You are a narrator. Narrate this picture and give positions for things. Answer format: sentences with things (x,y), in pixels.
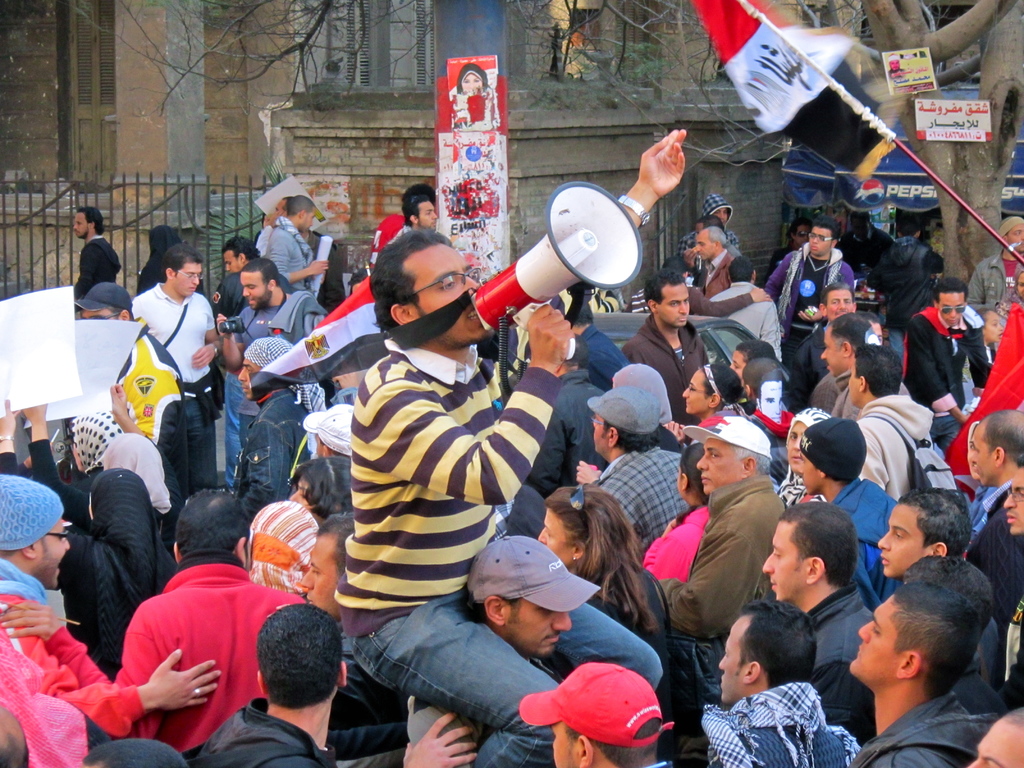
There is a group of persons (569,479) standing at the bottom of this image (538,603) and there is a building (406,142) in the background (176,97). There is a tree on the right side of this image (882,47) and there is a fencing (203,211) on the left side of this image (53,235).
